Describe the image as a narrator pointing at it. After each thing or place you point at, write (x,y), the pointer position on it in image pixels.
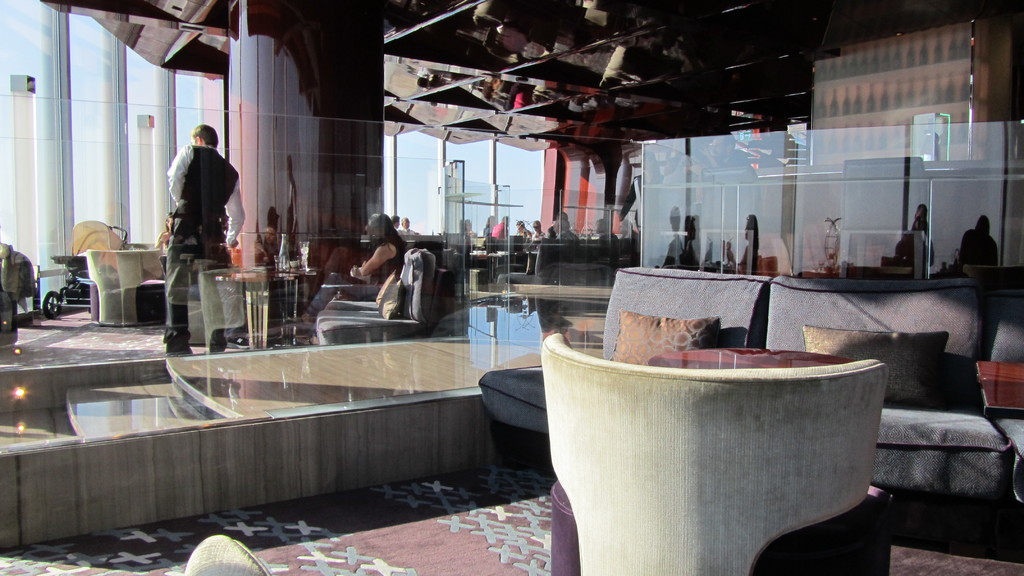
In this image I can see the couch (863,313) and the glass (315,210). To the back side of the glass (472,200) there are few people (692,249) sitting and one person (182,224) standing.
